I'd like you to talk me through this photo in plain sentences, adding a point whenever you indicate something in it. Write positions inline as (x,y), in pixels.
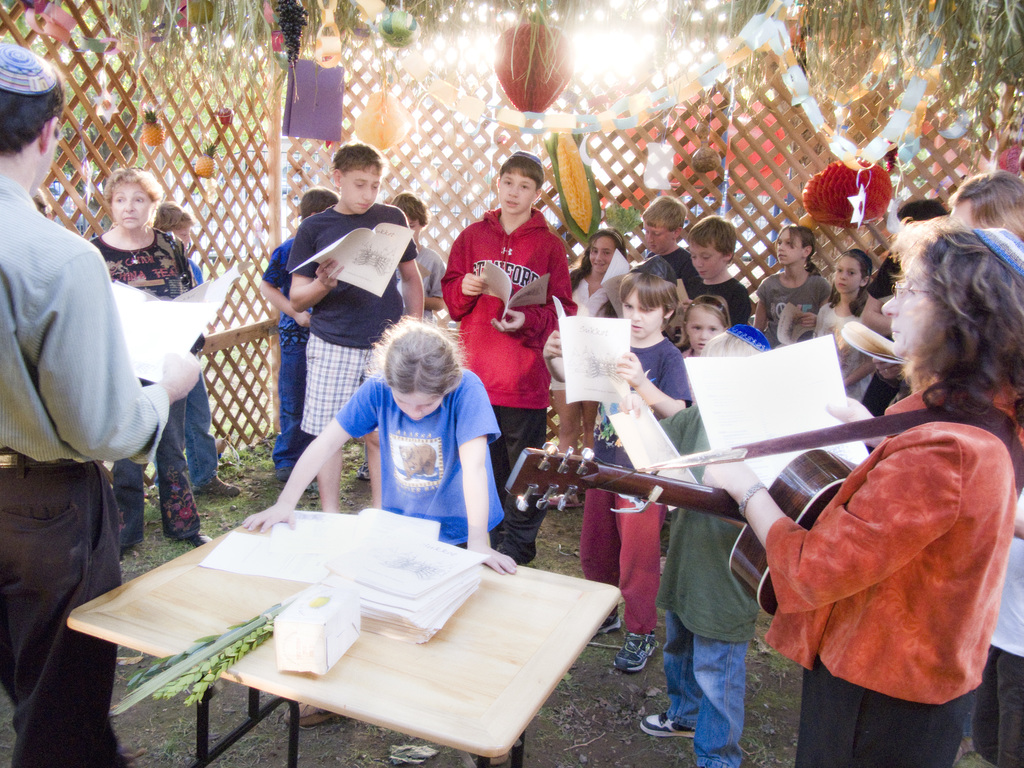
There are group of people (327,286) standing and holding book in their hand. Here in the middle (417,422) there is a girl (404,427) placed her hands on the table (315,558) and looking at the book (361,537). In the background (157,132) we can see fruits (537,56) hanging.
